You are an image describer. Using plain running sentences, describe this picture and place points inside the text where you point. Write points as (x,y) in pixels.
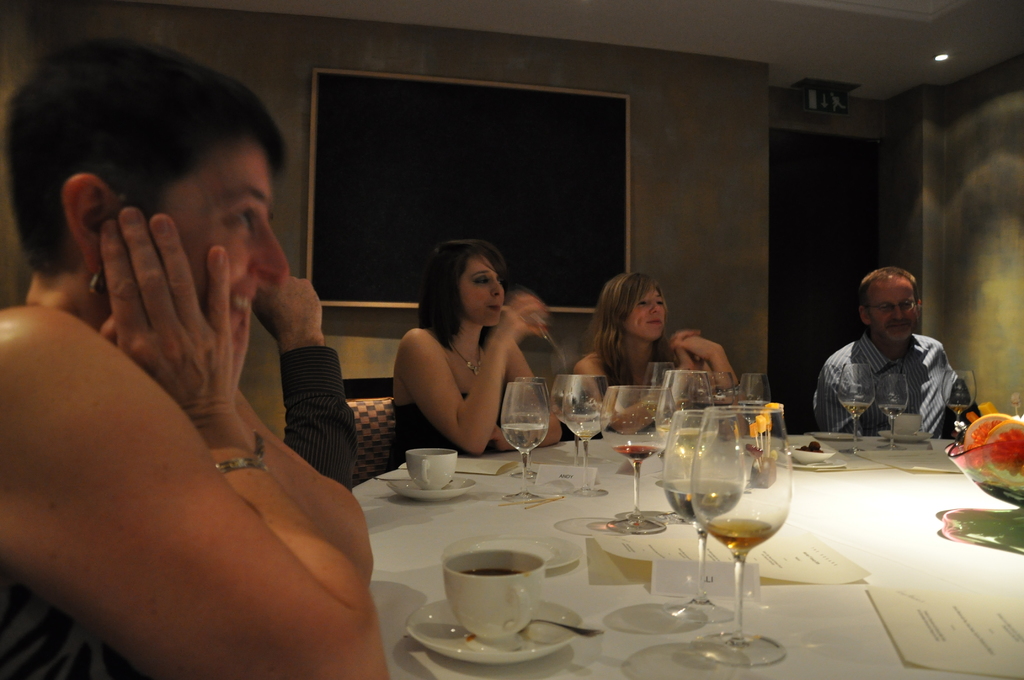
In this image, There is a table (774,624) which is in white color on that table (790,621) there are some glasses (709,454) and cups (488,628) in white color and in the background (540,255) there is a black color board (490,189) and a brown color wall (511,48).
